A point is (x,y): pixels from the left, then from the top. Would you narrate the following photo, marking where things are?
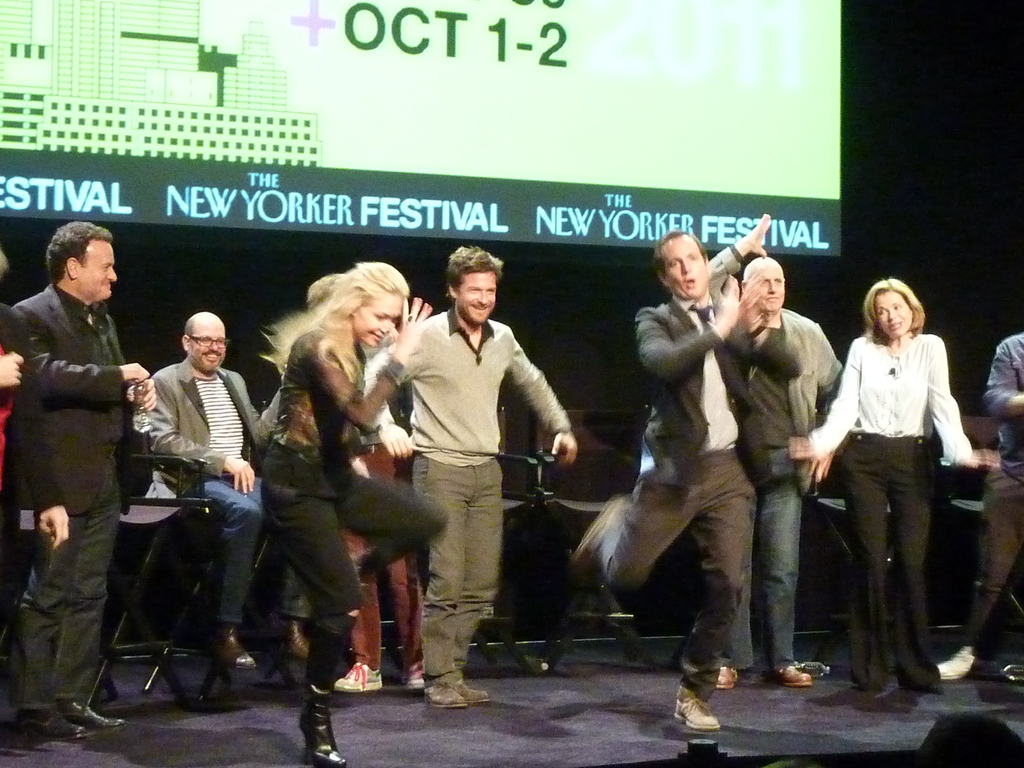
In this image in front (741,524) there are few people (915,575) standing on the floor (534,751). Behind them there are chairs (586,419). On the backside of the image (733,16) there is a projector screen (563,126).
